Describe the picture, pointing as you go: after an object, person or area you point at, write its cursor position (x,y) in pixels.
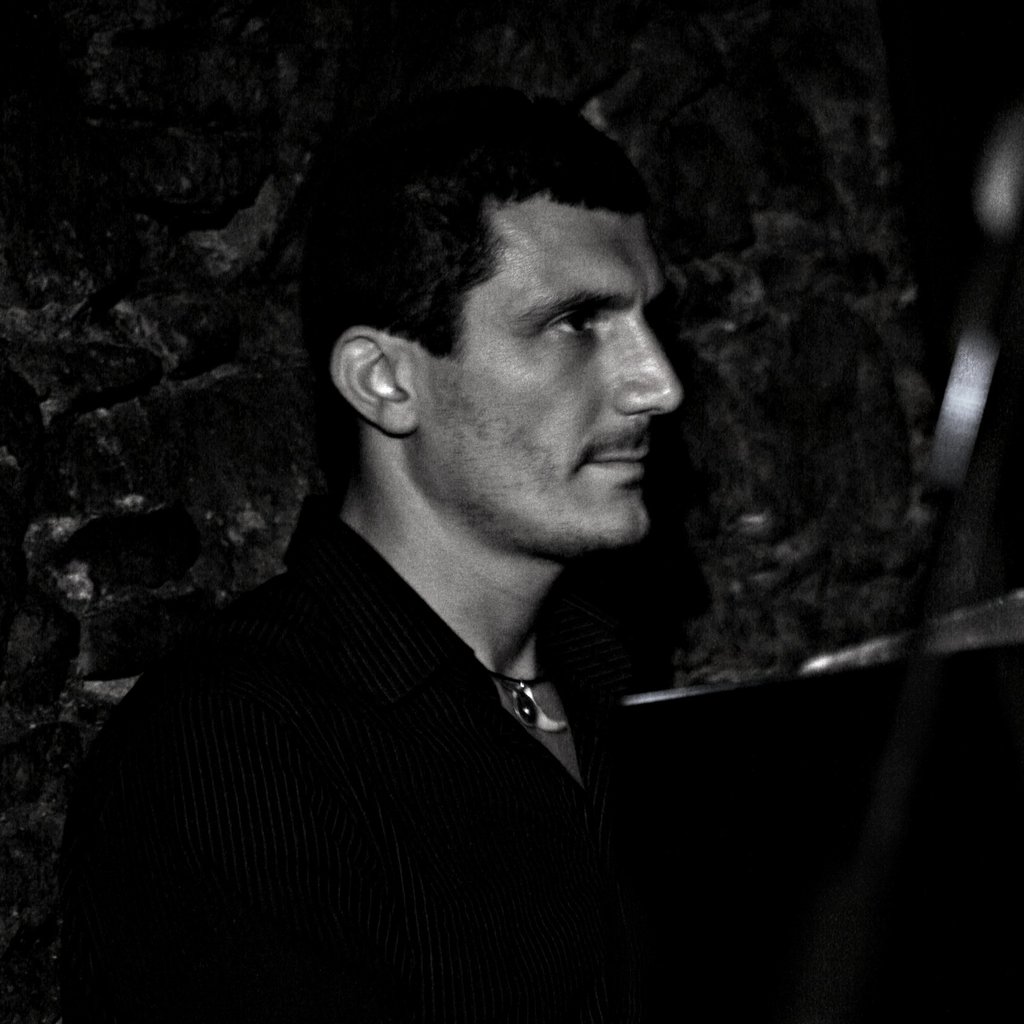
It is the black and white image of a man (454,446). In the background (196,432) there is a wall (183,388).
